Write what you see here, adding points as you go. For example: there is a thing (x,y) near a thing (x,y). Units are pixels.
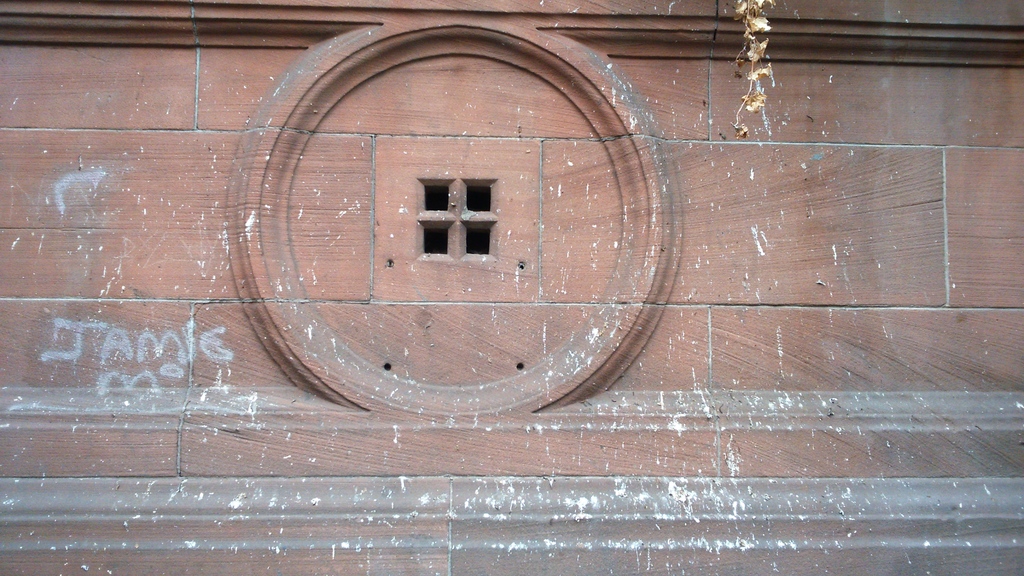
This is a picture of a building (532,396), where there are some letters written on the building (419,340), and there is a kind of window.
